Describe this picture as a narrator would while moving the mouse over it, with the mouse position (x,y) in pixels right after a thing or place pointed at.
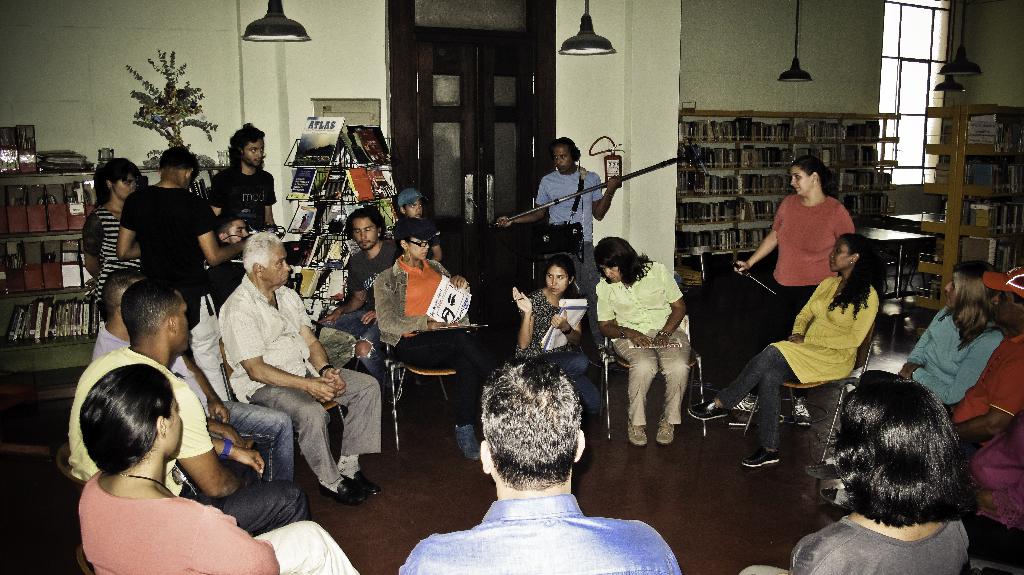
In this picture we can see a group of people (819,316) sitting on the chair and holding objects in their hands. There are few books (340,119) in a book stand (317,319). We can see some books (51,316) in the shelves (794,116). There is a plant (215,127), a door (425,146) and a fire extinguisher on the wall (592,92).
